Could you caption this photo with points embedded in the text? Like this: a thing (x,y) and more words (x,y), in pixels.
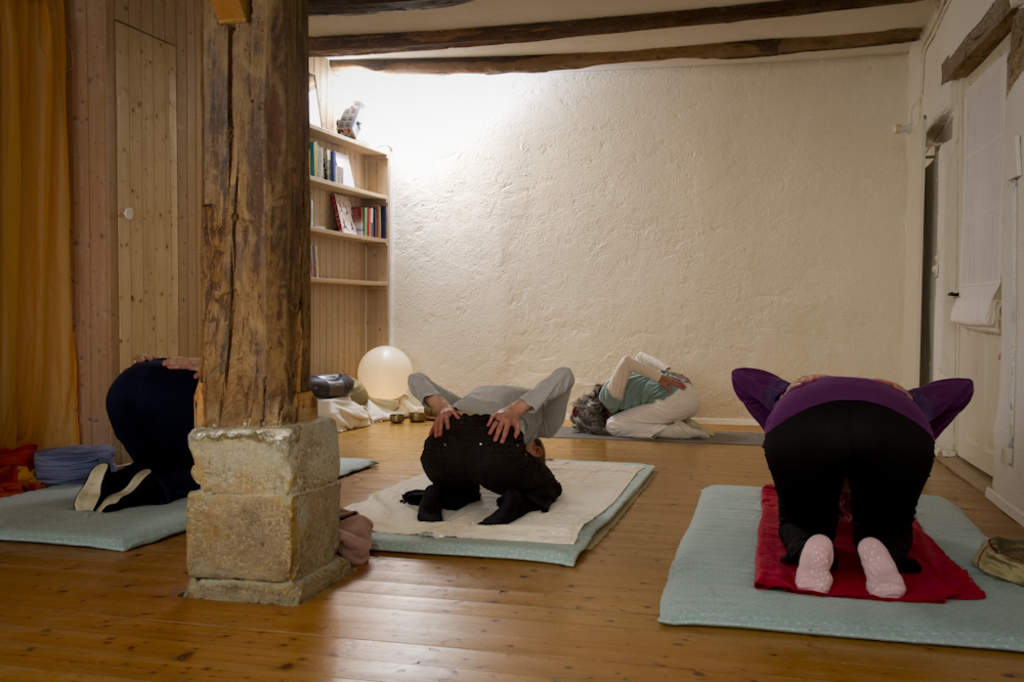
In this image, there are four persons (816,494), doing exercises on the mats (150,532), which are on the floor (967,505). On the left side (309,412), there is a wooden pillar (306,101) on the cement bricks (275,497). In the background (372,136), there are books (354,206) arranged on the shelves (372,205) of a cupboard (365,179), on which there is a photo frame (312,88) and an object (350,112), there is a wooden door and there is a wall (702,193).
